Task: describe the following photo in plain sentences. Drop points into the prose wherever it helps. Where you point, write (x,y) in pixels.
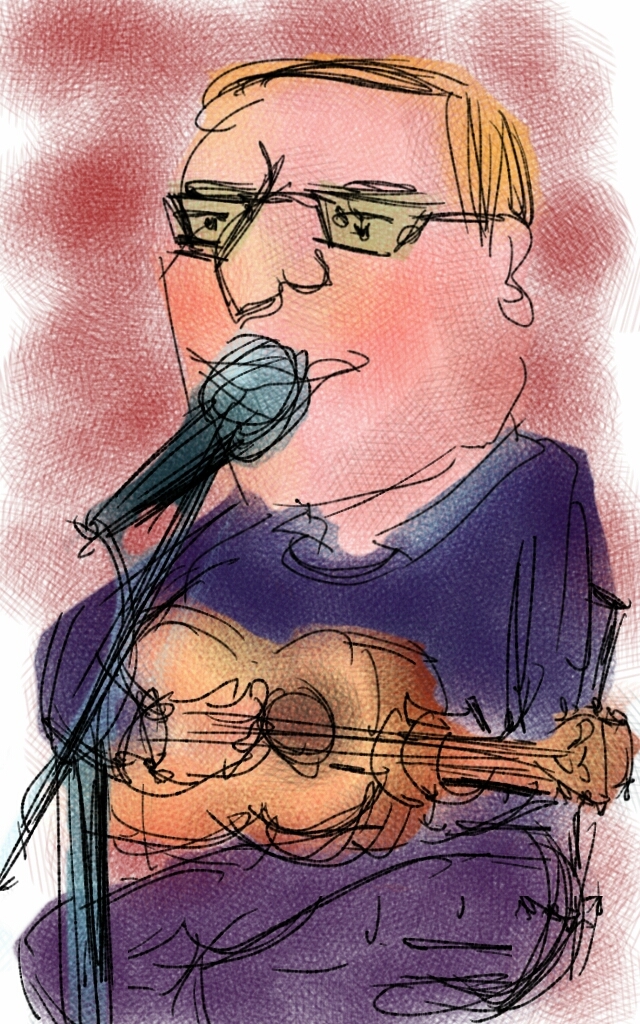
In this picture, we see an illustration or an art of the man (395,410) who is wearing the spectacles (366,208). He is holding a guitar (369,677) in his hand (263,713) and he might be singing the song on the microphone (276,362). In the background (68,441), it is dark red in color.
